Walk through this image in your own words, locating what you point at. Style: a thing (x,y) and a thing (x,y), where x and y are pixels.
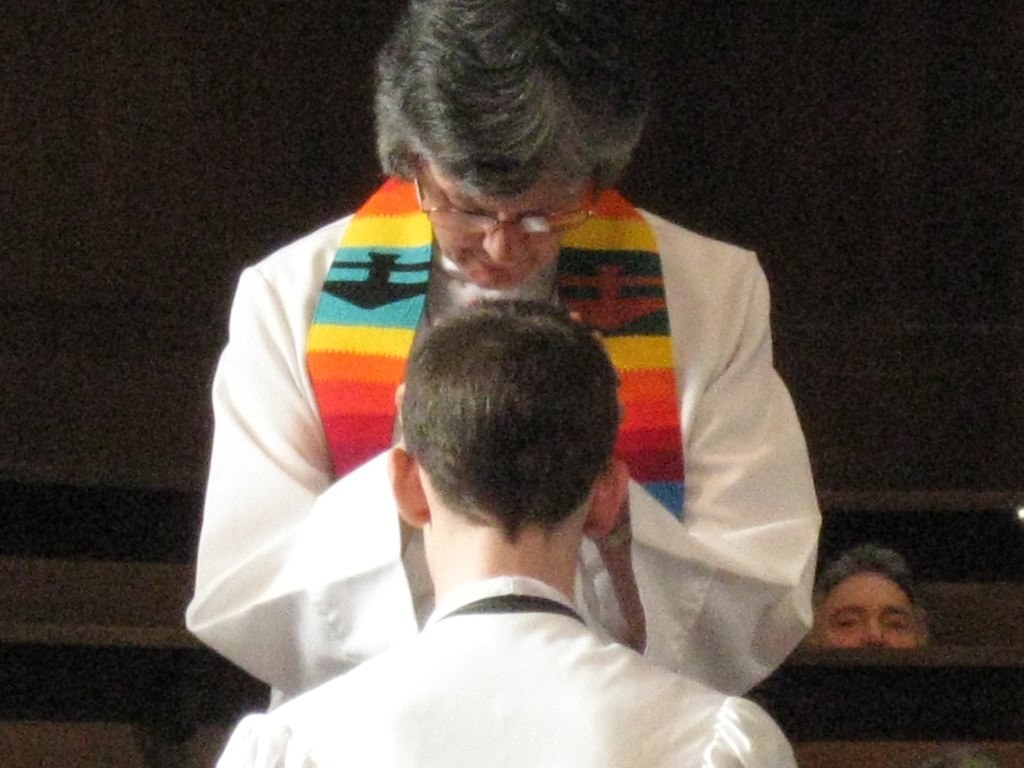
In this image we can see three people (778,562) and the bench (116,740).
